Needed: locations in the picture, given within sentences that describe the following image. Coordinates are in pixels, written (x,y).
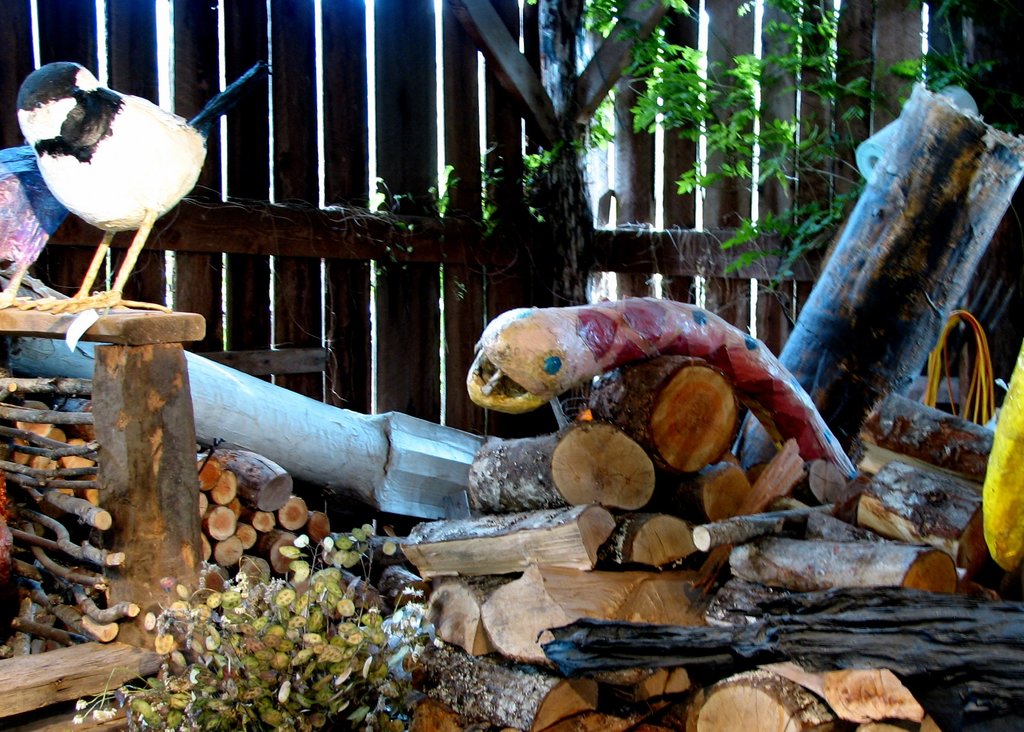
In this image we can see some trunks (471,566), wooden sticks (600,628), toy bird (97,204), wooden fence (392,71), plants (766,170), creepers (760,181), and a rope (928,384).
